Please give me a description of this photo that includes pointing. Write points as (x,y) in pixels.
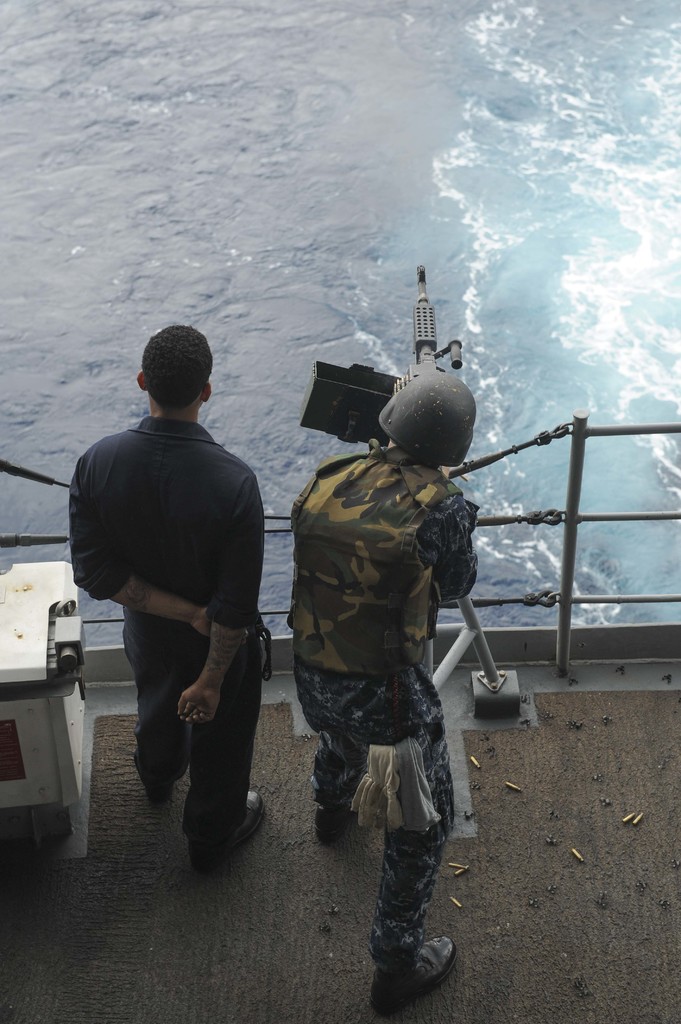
In this picture I can see the water (303,250). I can see a person (417,467) holding the machine gun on the right side (461,453). I can see a person (174,532) standing on the left side (188,723).
